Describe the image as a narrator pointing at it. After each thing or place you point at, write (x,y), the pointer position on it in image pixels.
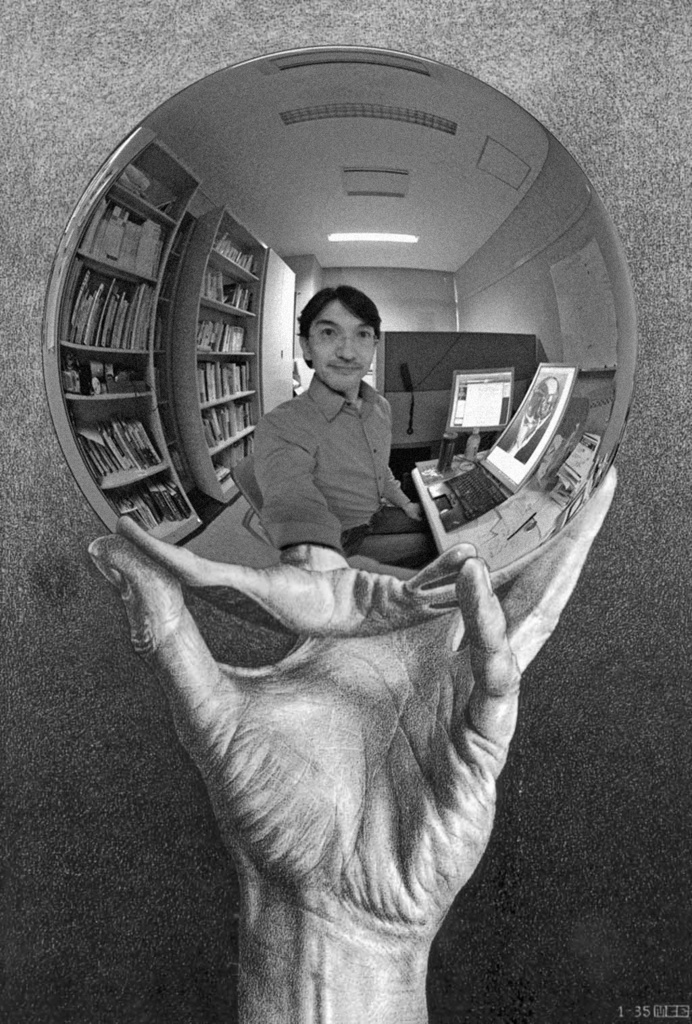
In this image I can see the person (368,624) holding the mirror (505,509). In the mirror (239,321) I can see the person (338,417), system (549,438) and few objects (449,456) on the table (535,500). In the background (233,377) I can see few books (240,372) in the racks (251,370) and the image is in black and white.
